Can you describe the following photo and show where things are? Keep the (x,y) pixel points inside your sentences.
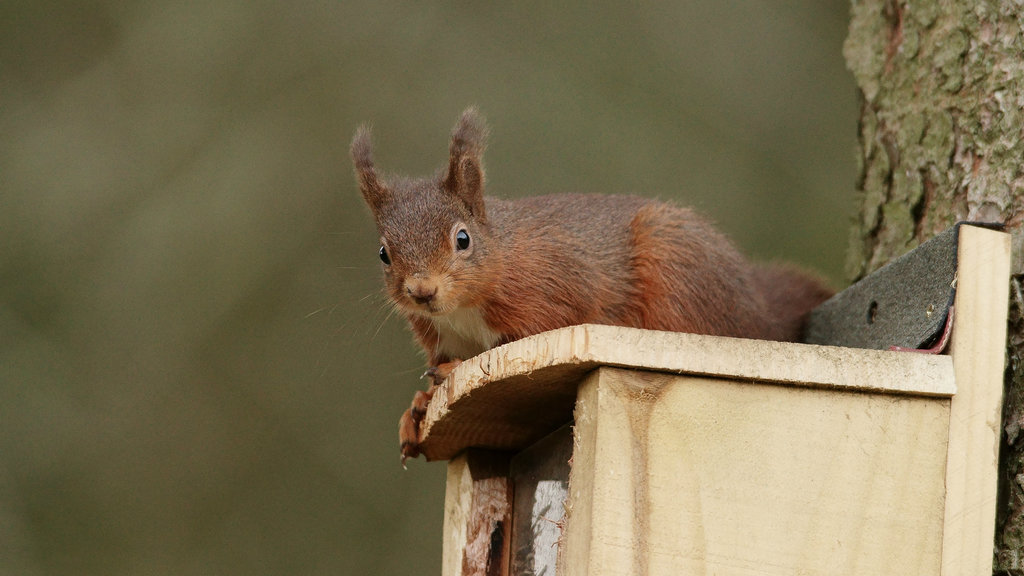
In this image I can see a squirrel (565,301) on a wooden box (753,377), tree trunk (926,220) and the background (214,408) is not clear. This image is taken may be during a day.
